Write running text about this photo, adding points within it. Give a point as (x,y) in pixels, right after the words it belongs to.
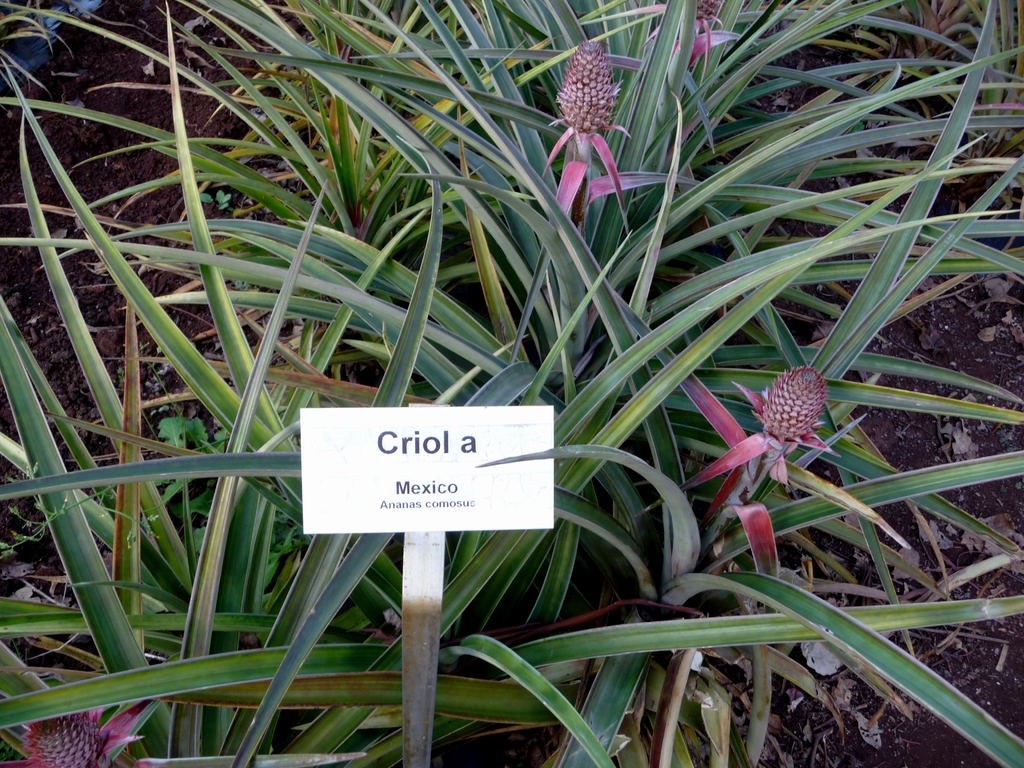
In this image there are plants (501,192) on the ground (846,699). In front of the plants (400,553) there is a board (423,492). There is text (414,437) on the board (374,431).
